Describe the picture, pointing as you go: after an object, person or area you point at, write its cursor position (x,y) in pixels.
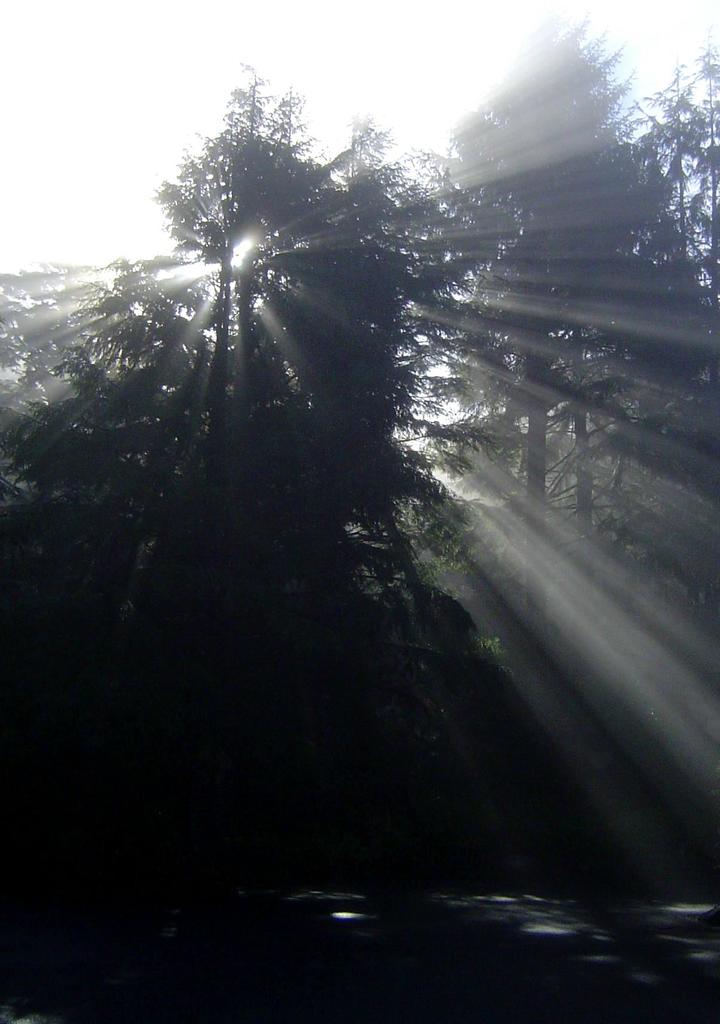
In this image we can see few trees (406,369) and sky (322,77) in the background (243,66).
